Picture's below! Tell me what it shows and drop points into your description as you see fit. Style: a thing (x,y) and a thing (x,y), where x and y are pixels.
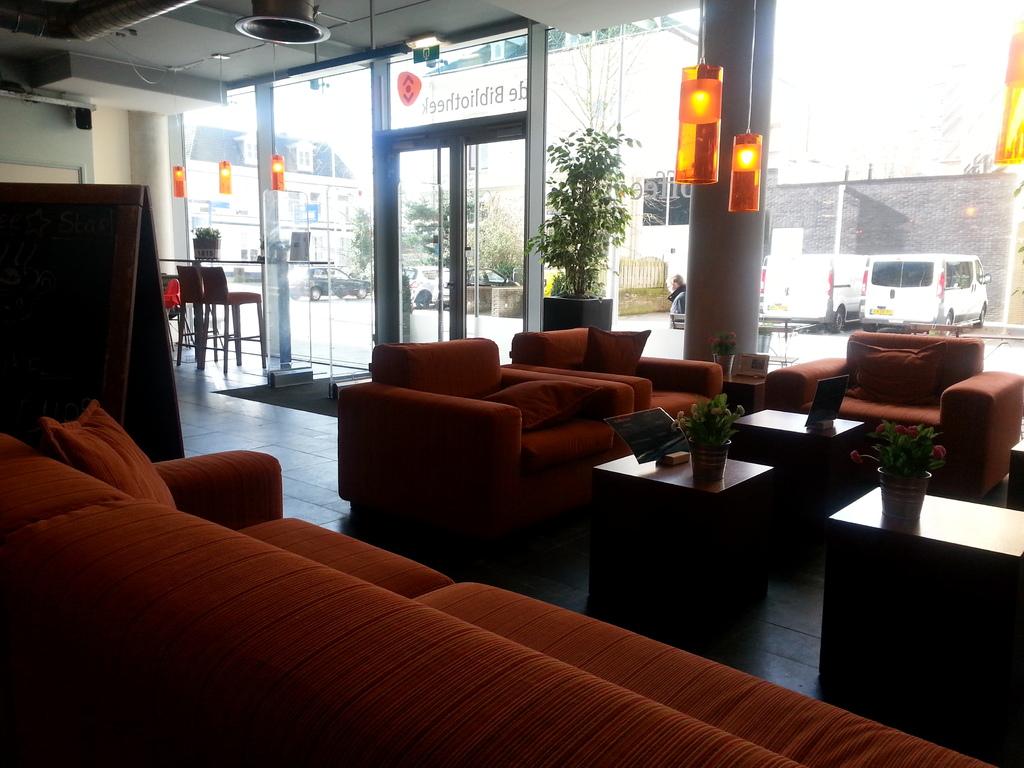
This is a picture taken in a restaurant (470,441), on the floor (264,426) there are sofas (584,696), chair (859,403) and tables (902,563) on the table (916,590) there are flower pots (893,504) and boards (822,417) and on the floor (236,388) there are wooden chairs (214,294). Behind the sofa (603,416) there are window glasses (615,289), through which we can see the outside view. On the road (822,337) cars (831,307) are parked, board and buildings (356,205).
